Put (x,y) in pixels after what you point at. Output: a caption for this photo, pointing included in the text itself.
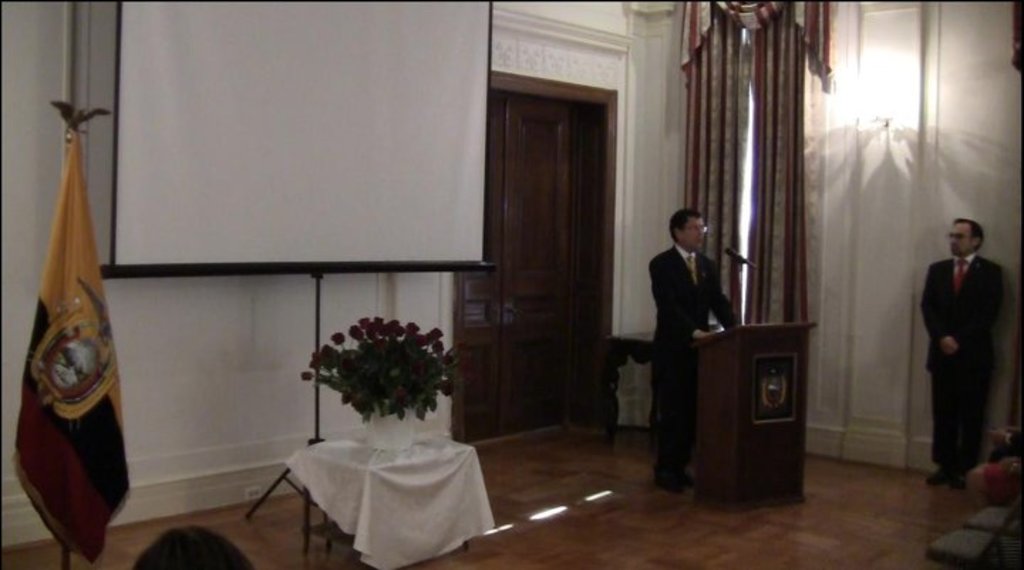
In this image we can see a projector screen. There is a flag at the left side of the image (97,391). A person (706,284) is speaking into a microphone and standing near the podium (724,337). A person (953,467) is standing at the right side of the image (974,455). We can see the legs (998,484) of few people (1005,460) at the right side of the image (1012,472). There is a light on the wall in the image. We can see the doors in the image.
